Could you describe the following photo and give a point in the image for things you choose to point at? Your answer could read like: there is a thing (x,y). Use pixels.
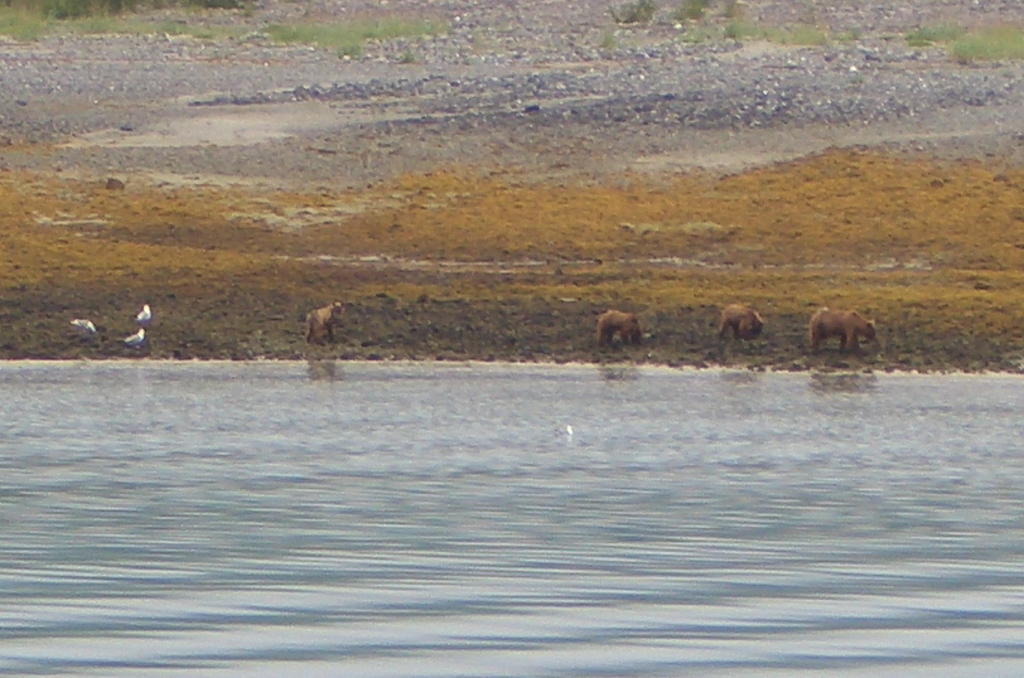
In this image there is water (243,575), animals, birds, and in the background (89,7) there is grass (104,8) and plants (104,8).
